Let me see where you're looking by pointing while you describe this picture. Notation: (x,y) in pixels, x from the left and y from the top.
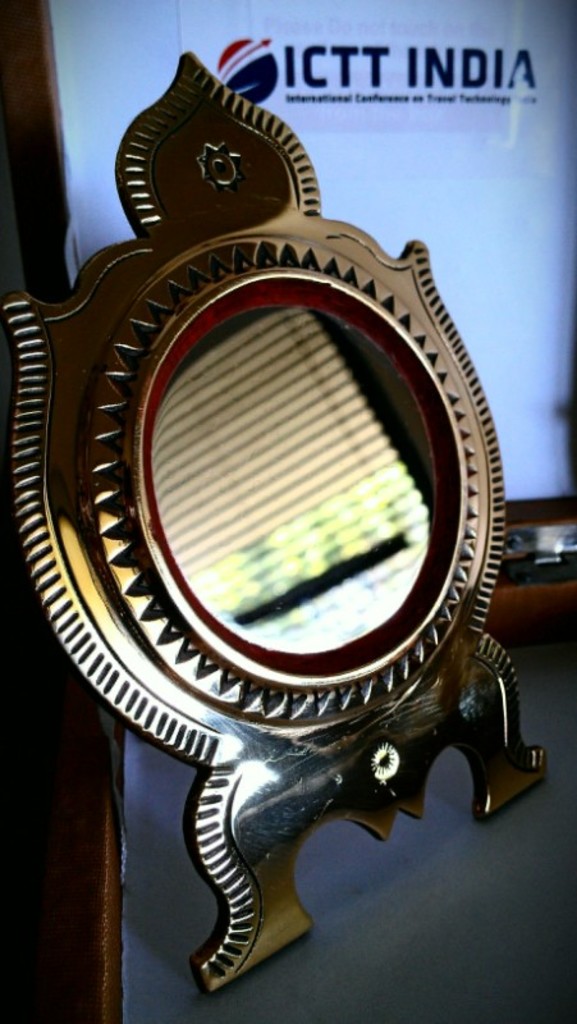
In this image, in the middle (272,556) there is a mirror stand (335,799). In the background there is a poster (481,185), text (449,101).
